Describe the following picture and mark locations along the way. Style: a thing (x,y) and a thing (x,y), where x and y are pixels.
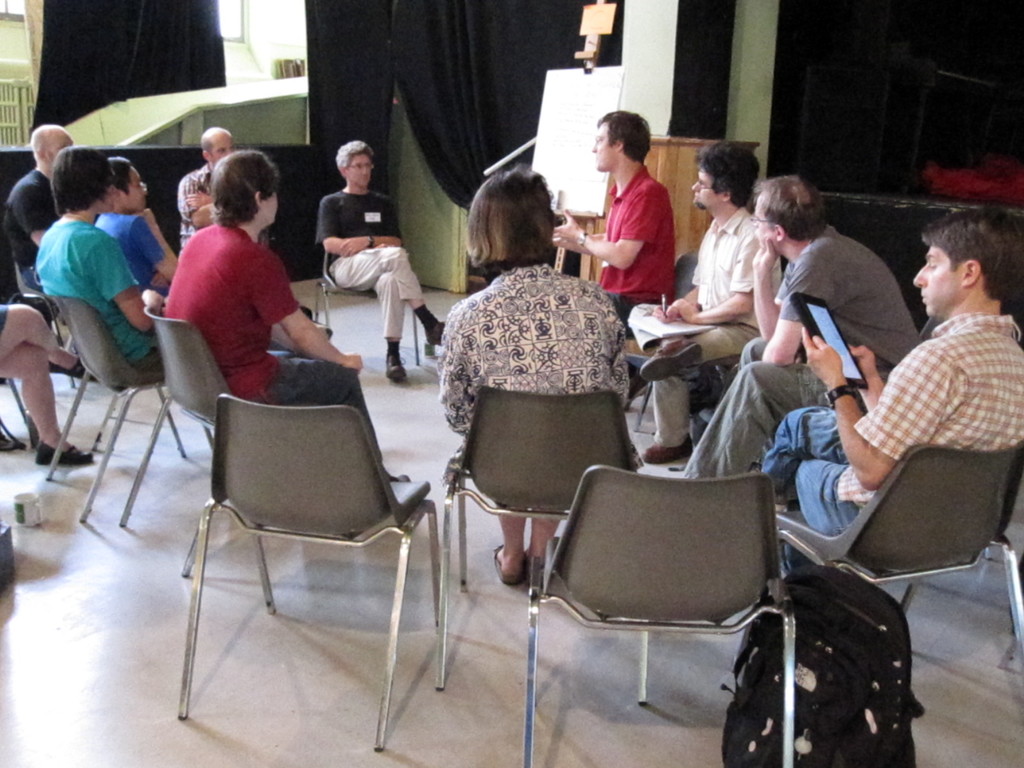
There are group of people (607,244) sitting in the chairs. On the right side (961,372) there is a person (939,358) he is looking to the tablet (859,374) he is wearing a watch (835,389), on the side there is a bag (817,686) and in the middle (399,278) there is a person (370,225), who is wearing a t shirt (372,233) and a trouser (388,285) on the bottom (14,521) there is a cup (29,516).
